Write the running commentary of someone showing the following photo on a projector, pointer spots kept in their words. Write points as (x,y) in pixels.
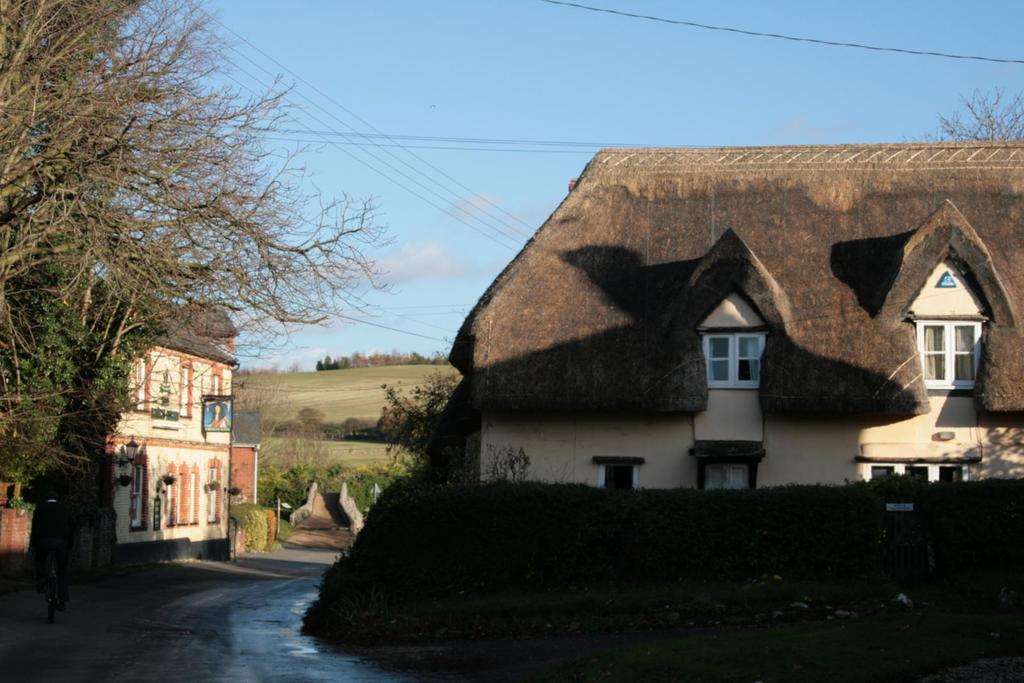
In the picture I can see a house (250,499) on the left side (166,545) and the right side (1000,393). I can see the glass windows (934,386) of the houses (954,392). I can see a person (38,524) riding a bicycle (50,621) on the road (99,619) on the bottom left side (23,621). I can see the plants (719,557) on the side of the road (80,621). I can see the electric wires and there are clouds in the sky (492,93).
